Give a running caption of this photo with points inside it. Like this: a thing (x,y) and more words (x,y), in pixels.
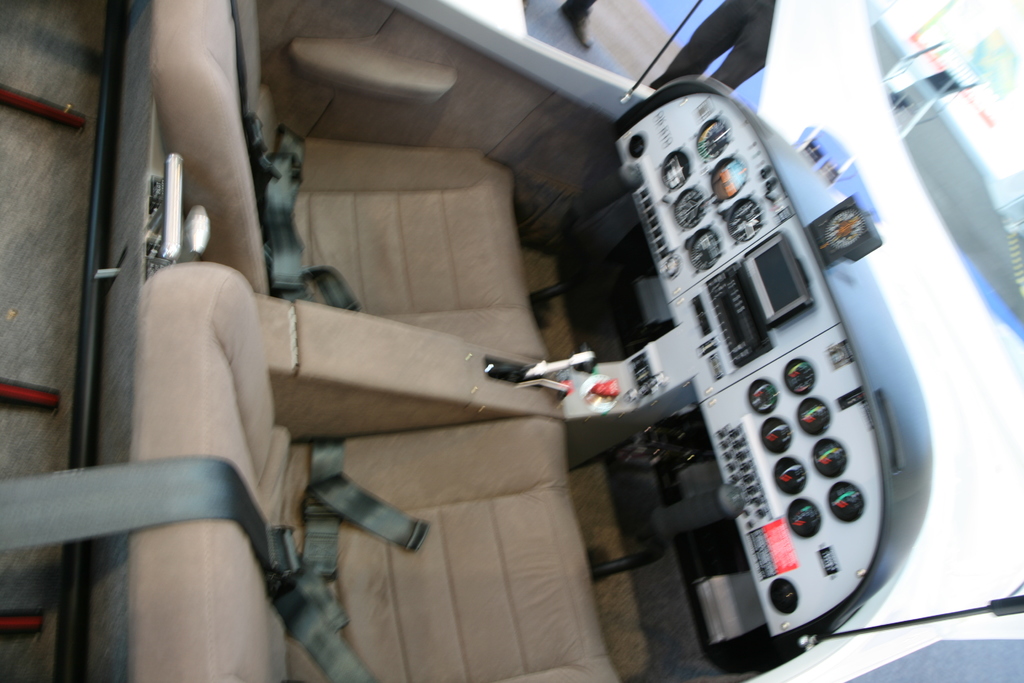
This image is in a vehicle (429,310), Where we can see seats (380,540), belts (366,506), screen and few meters (672,170). Through the glass (757,95), there are legs (692,47) on the ground (953,185) and an object (916,105).
